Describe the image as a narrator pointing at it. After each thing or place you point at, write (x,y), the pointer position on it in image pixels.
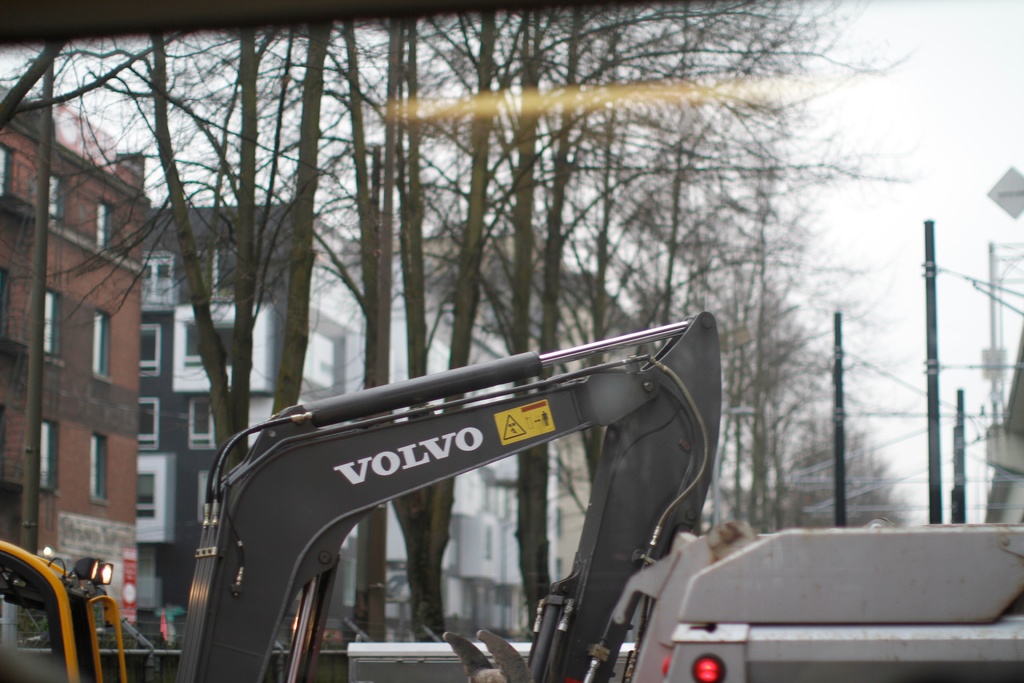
In the foreground of the picture (890,572) there are machinery (69,579). The picture is taken from a vehicle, we can see the glass (725,94) of the vehicle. In the center of the picture (607,291) there are trees (733,275), buildings (8,266), poles (932,334), cables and board (1019,179). In the background (798,161) it is sky (788,207).
